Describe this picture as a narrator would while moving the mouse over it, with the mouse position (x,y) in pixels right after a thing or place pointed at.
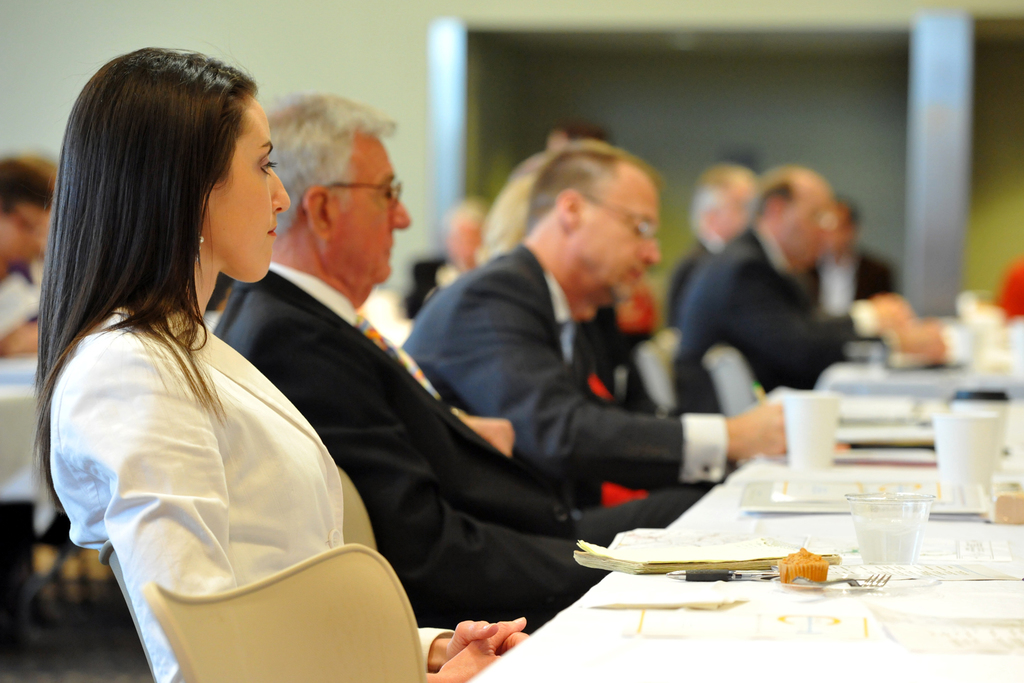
In this image we can see people (466,380) sitting on the chairs (746,394) and one of them is writing. Here we can see a table (768,663). On the table (860,649) we can see cups (976,326), papers (782,505), pen (693,575), and a food item (824,564). In the background (199,10) we can see wall (732,136) and a pillar (909,216).
